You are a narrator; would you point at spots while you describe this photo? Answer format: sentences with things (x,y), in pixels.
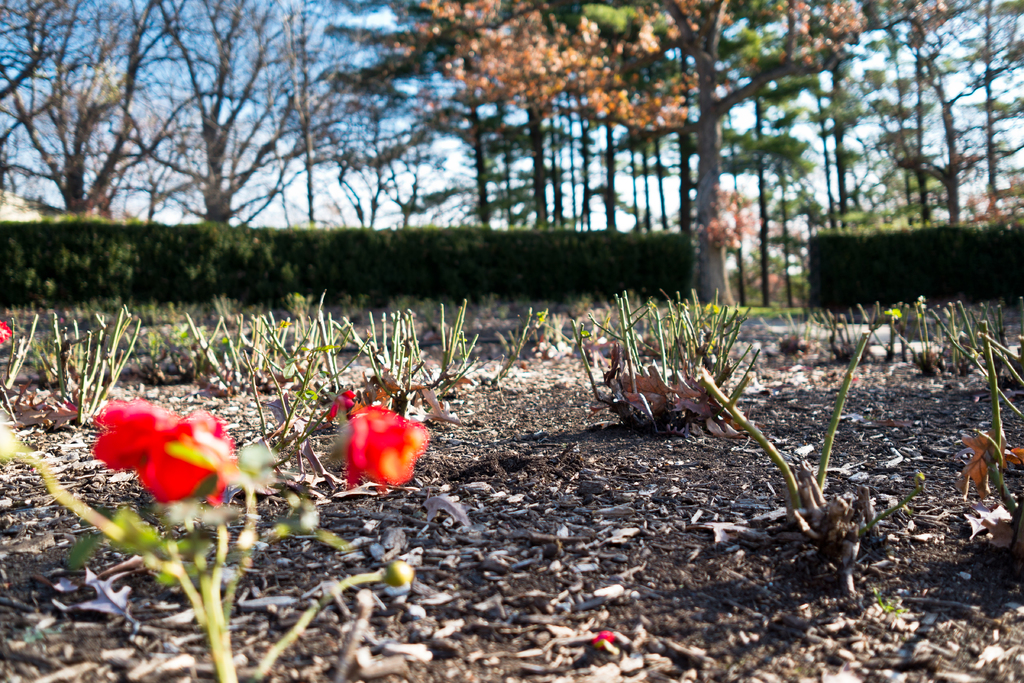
In this image there are stems (673,353) of plants (281,342) on the ground (573,516). In the foreground (222,467) there are flowers (232,466) to the plants (250,471). In the background (418,242) there are hedges (224,253) and trees (598,118). At the top (447,93) there is the sky (807,126).
